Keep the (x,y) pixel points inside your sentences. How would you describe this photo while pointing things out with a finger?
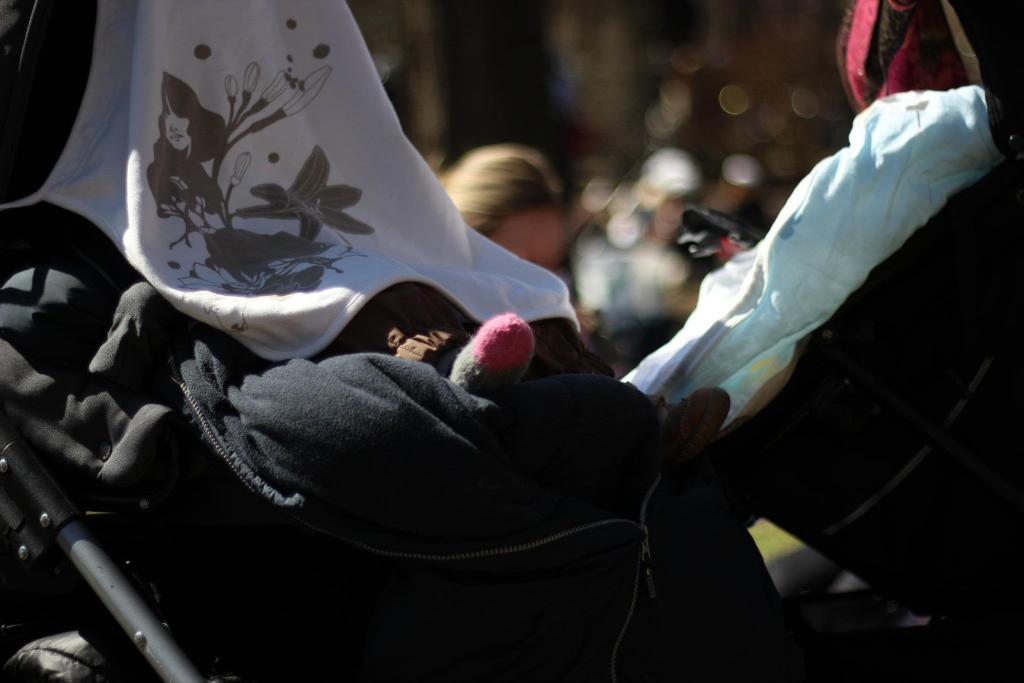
In the center of the image (423,447) we can see a pram (319,524) and there are clothes (295,408) placed on it. In the background (535,192) there is a person (544,264).
